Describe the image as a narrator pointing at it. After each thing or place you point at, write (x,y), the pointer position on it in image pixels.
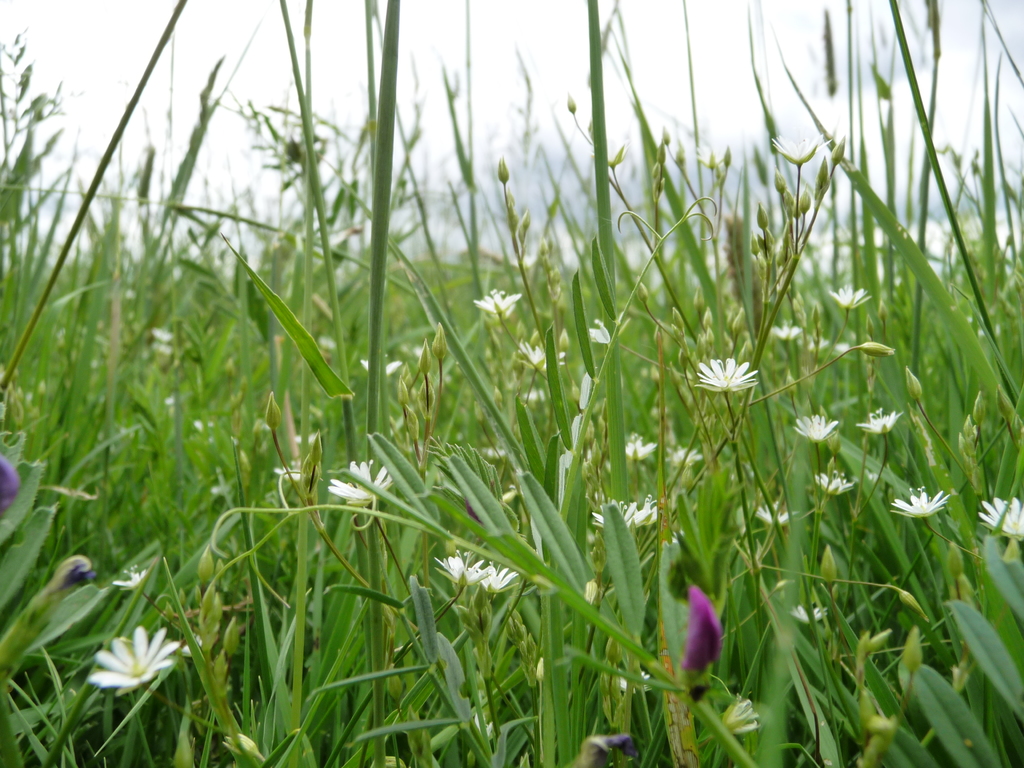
In this picture we can see white flowers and buds (823,166). On the top (694,79) we can see sky (514,14). In the back (77,300) we can see grass (52,380).
